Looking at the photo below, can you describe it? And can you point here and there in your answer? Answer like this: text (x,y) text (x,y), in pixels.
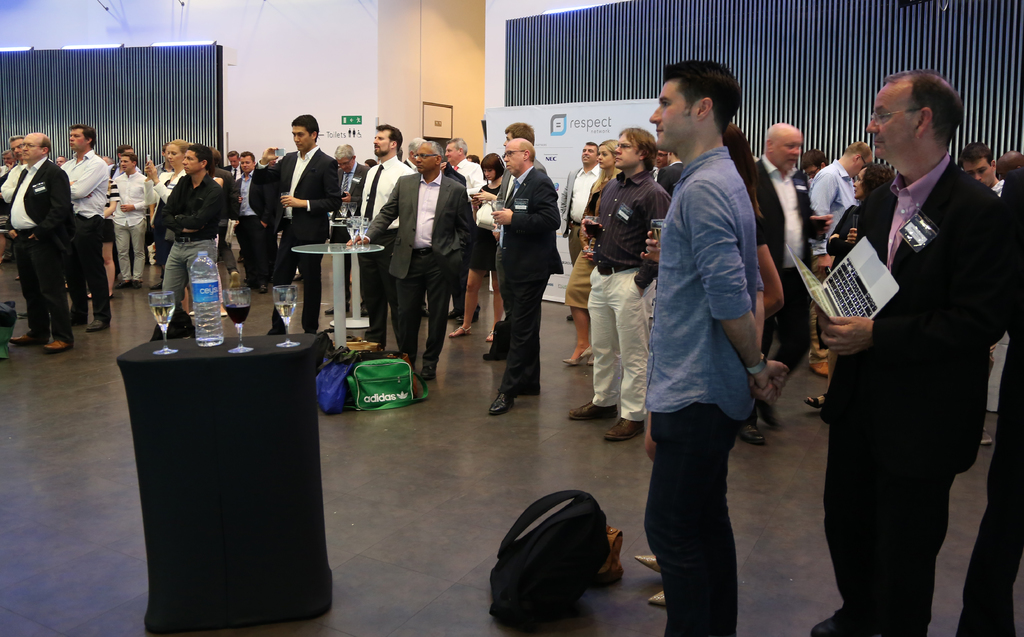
Here we can see a group of people (612,233). On these tables (335,255) there are glasses (238,316) and bottle (215,318). This person (886,139) is holding a laptop (886,278). Far there is a signboard (350,132). Here we can see hoarding (556,147). On the floor (448,497) there are bags (570,531).
